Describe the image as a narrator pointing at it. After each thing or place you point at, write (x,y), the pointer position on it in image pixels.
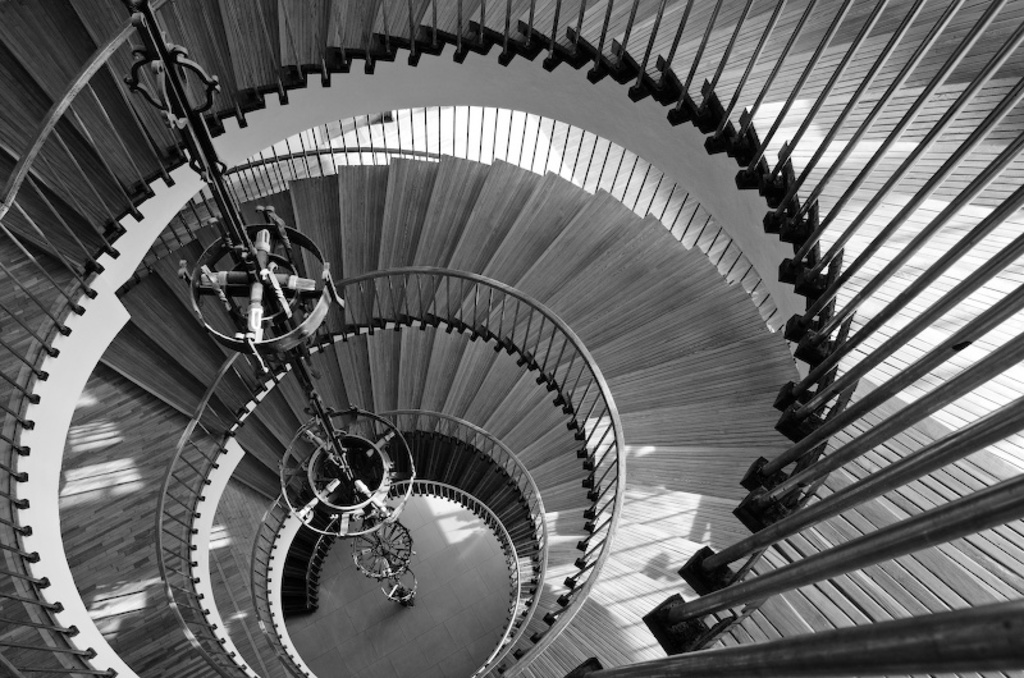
It is the black and white image in which there is a staircase (150,206). The steps (885,461) are built in such a way that from the bottom there is a round shape (581,344).
